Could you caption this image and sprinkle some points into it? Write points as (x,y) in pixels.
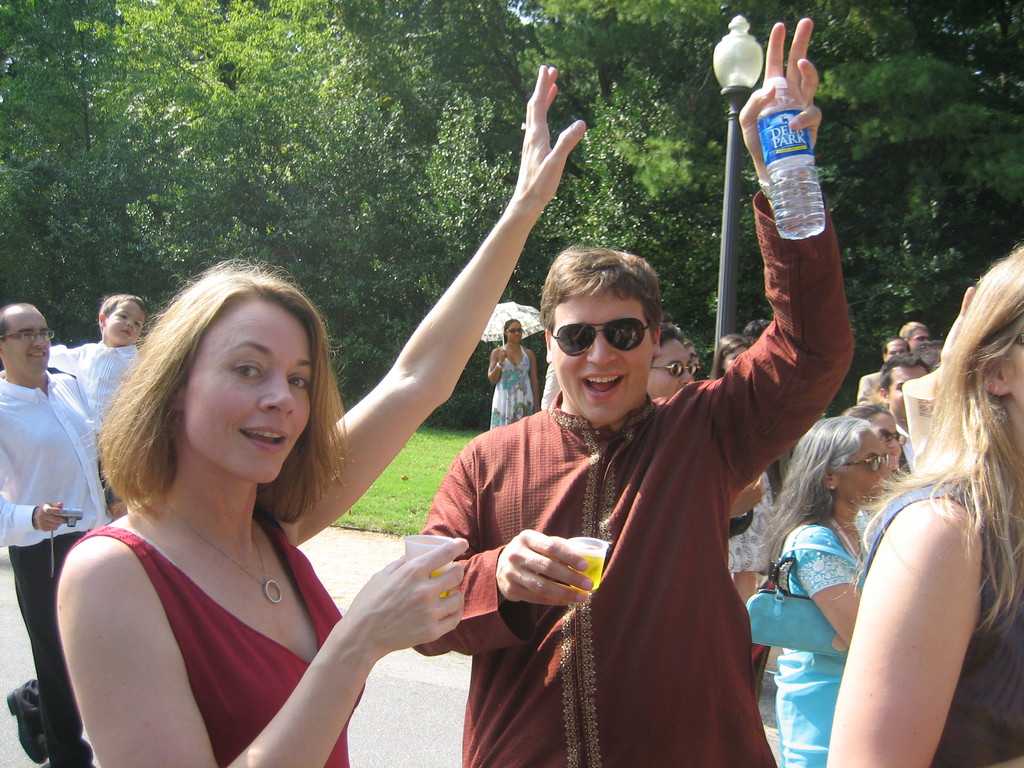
In the picture we can see some people (737,477) are standing on the path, one man (691,462) is holding a water bottle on other hand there is a glass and a woman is holding a glass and raising one hand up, in background (170,106) we can see a woman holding a umbrella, and there is a street light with trees (178,94).
